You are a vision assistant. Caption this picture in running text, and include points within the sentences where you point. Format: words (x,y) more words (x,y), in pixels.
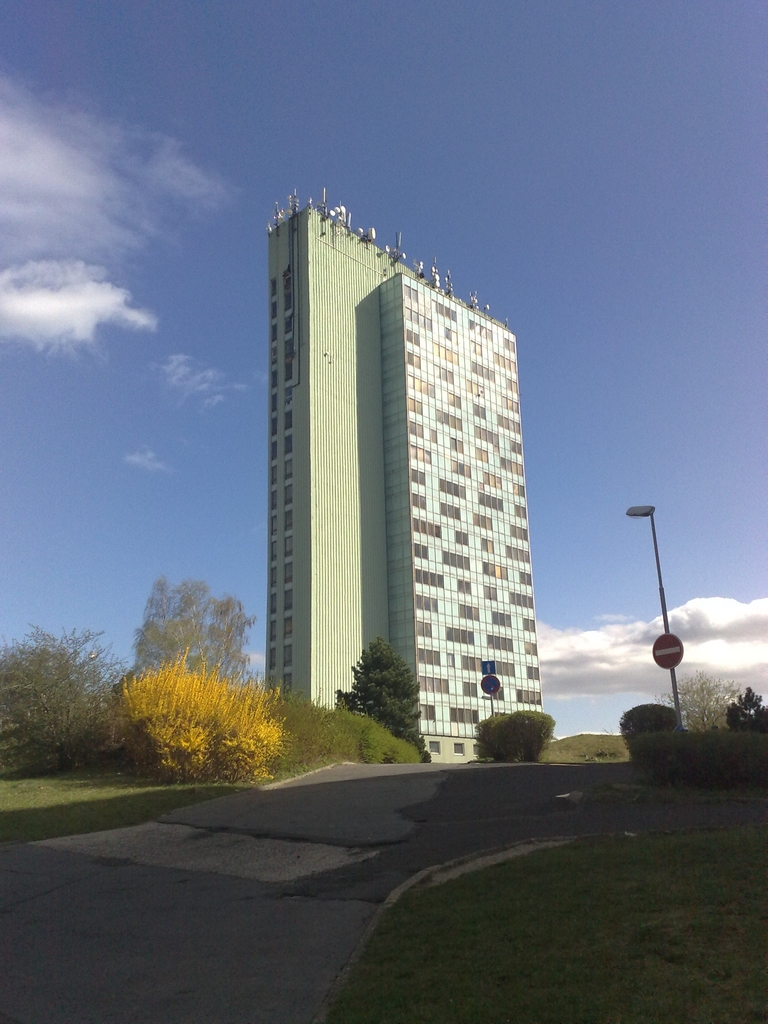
This is an outside view. At the bottom (204,917) there is a road (165,929). On both sides of the road (264,862), I can see the grass (101,804). In the middle of the image (417,462) there is a building (331,541) and also there are many trees (151,666). On the right side (681,721) there is a light pole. At the top of the image (583,235) I can see the sky (349,156) and clouds (83,262).
